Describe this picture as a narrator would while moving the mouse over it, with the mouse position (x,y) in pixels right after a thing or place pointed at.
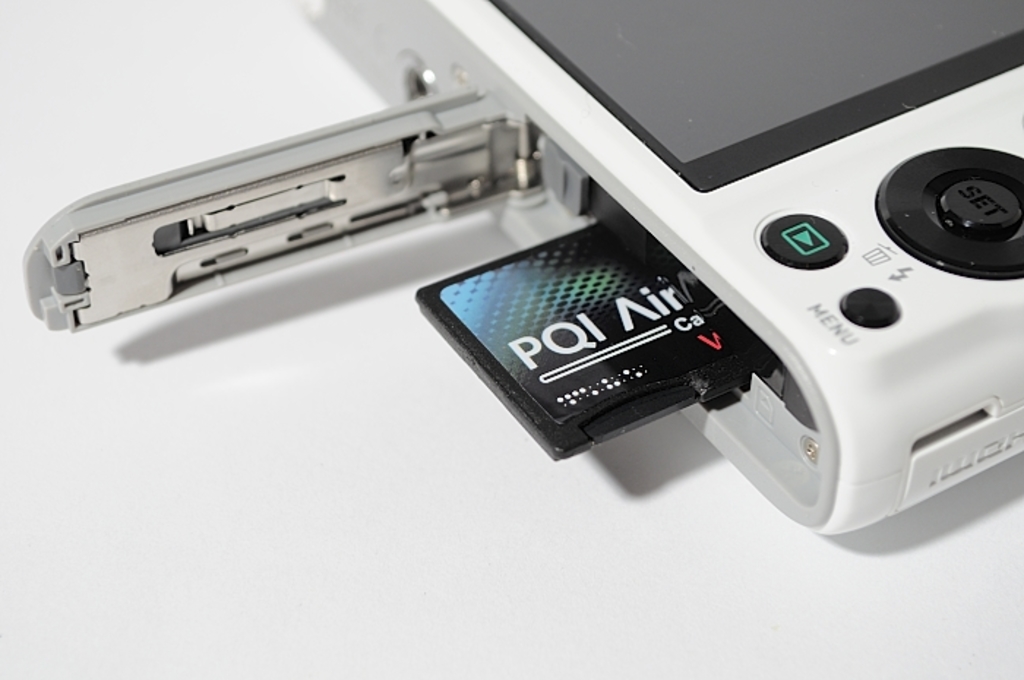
As we can see in the image there is a camera (747,314) and buttons (814,234).
